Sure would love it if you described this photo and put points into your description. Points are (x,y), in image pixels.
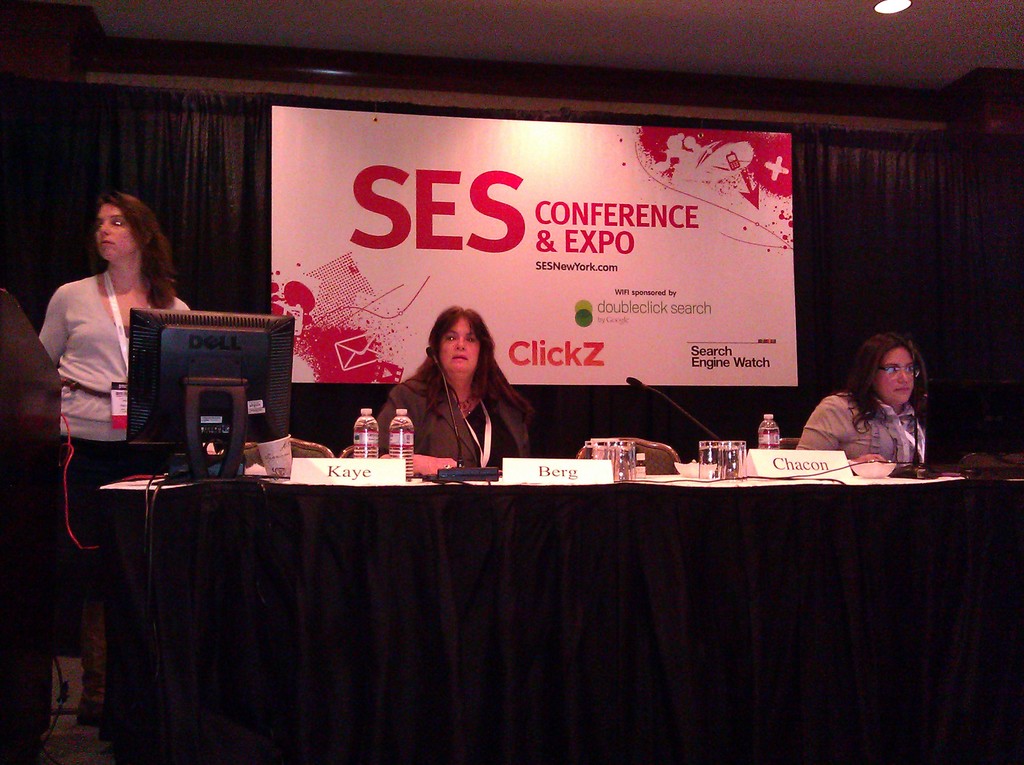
In this image, we can see persons (515,407) in front of the table (627,532). This table (627,545) contains glasses (605,452) and bottles (364,457). There is an another person (106,285) on the left side of the image (106,285) standing in front of the monitor (140,408). There is a banner (365,317) in the middle of the image (671,358). There is a ceiling (526,6) at the top of the image (532,61).
